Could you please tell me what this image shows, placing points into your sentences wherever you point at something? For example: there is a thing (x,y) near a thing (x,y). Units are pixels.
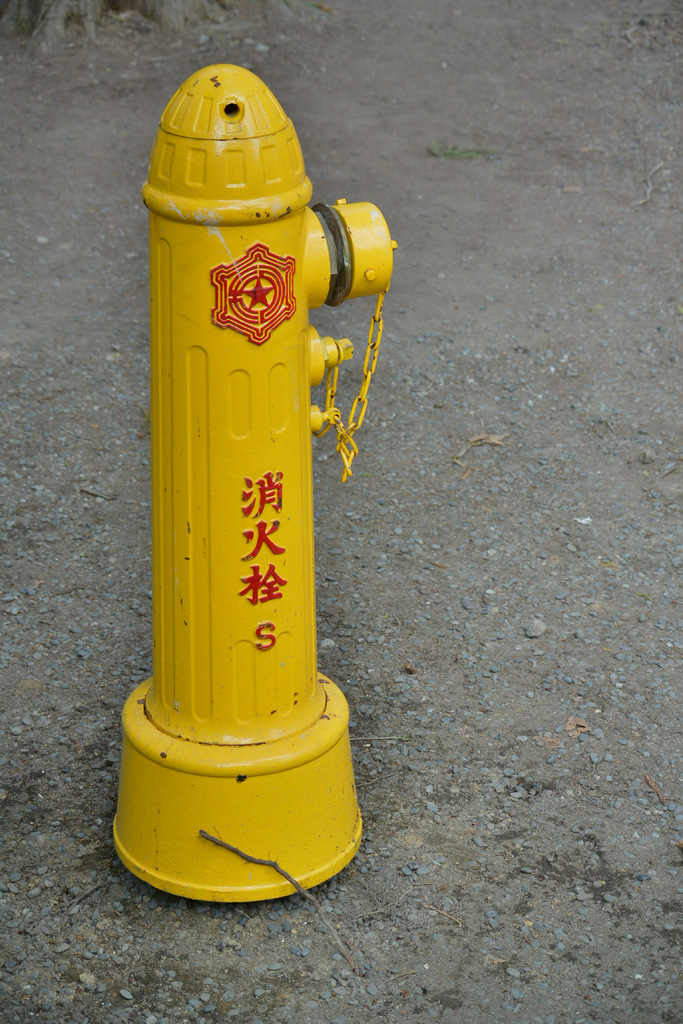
In this picture we can see a hydrant (164,665) and a chain (342,450) on the path (155,941). We can see a few stones (342,571) on the path (400,672).
